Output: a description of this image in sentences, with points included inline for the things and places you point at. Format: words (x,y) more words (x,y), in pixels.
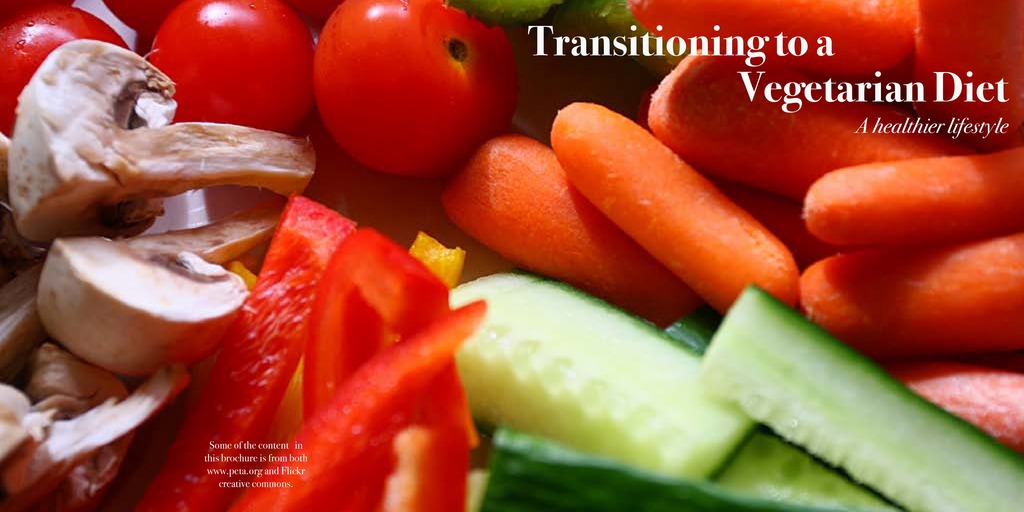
In this picture we can observe some vegetables (356,143). There are tomatoes (290,77), mushrooms (192,164) and carrots (599,192) in this picture. We can observe white color words (811,35) on the picture.
